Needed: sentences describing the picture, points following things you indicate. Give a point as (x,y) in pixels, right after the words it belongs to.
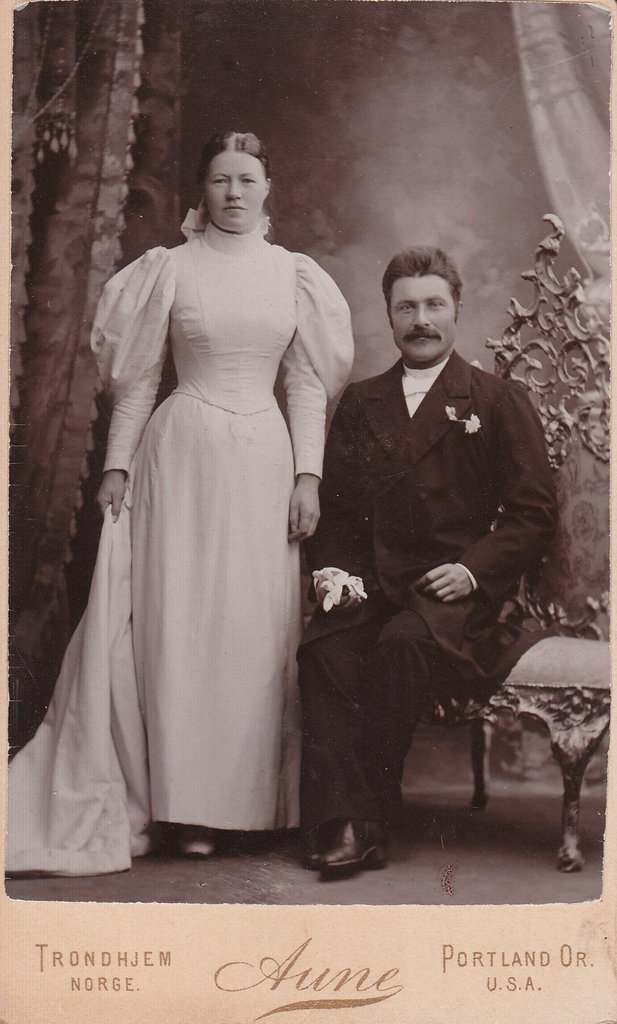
In this picture I can see there is a woman (208,412) and a man (409,636), man (417,616) is wearing a black color blazer (422,551) and a white shirt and the woman (269,683) is wearing a white gown (206,714) and in the backdrop (269,97) there is a wall (314,114) and curtains (583,176). There is something written at the bottom (253,981).
